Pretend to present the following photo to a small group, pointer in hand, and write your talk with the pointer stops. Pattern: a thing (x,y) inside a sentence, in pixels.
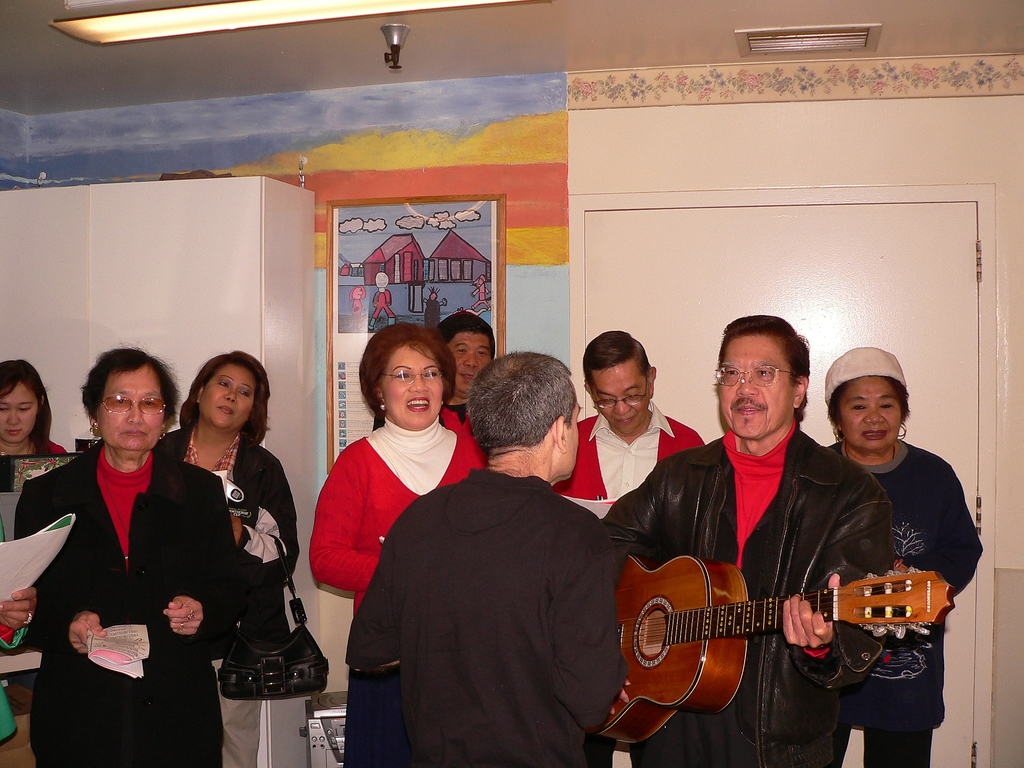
In this picture we can see some persons (565,631) are standing on the floor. And he is playing a guitar (672,598). On the background (433,177) there is a wall (467,179). And this is the painting (441,230) on the wall (370,178). And these are the lights (289,16).
